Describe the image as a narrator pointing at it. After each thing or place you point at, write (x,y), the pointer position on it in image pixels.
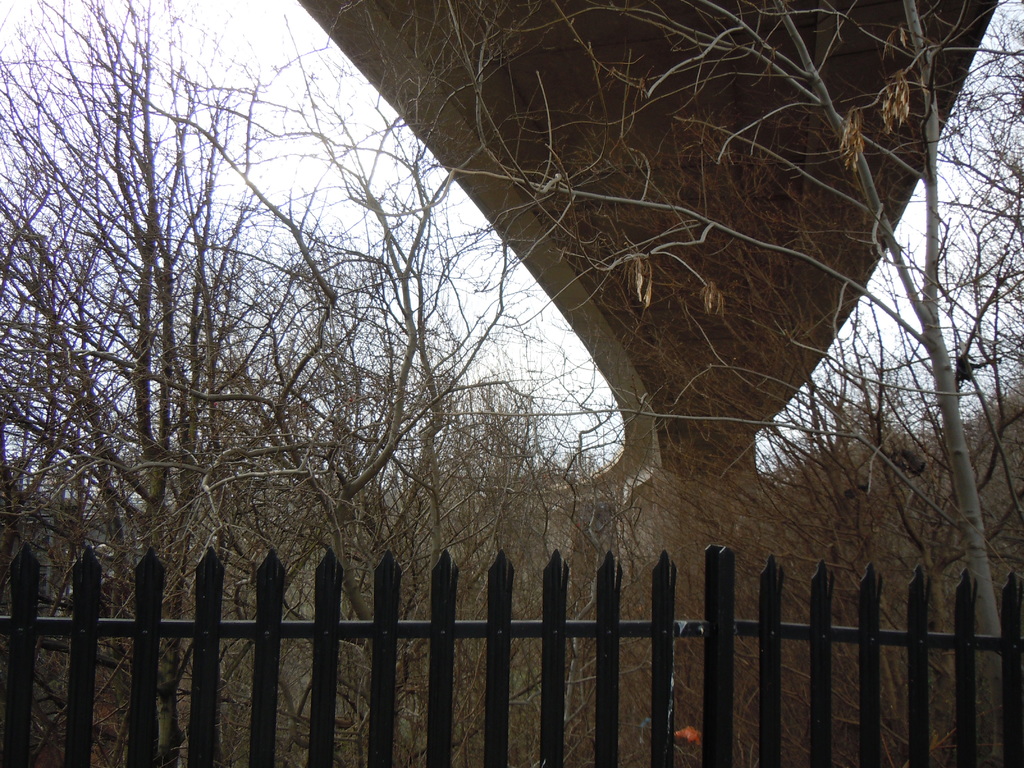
In this image we can see the fence (711,630) and there are some trees (818,506). We can see a bridge (942,17) over the trees (638,566) and at the top (209,6) we can see the sky (175,199).
